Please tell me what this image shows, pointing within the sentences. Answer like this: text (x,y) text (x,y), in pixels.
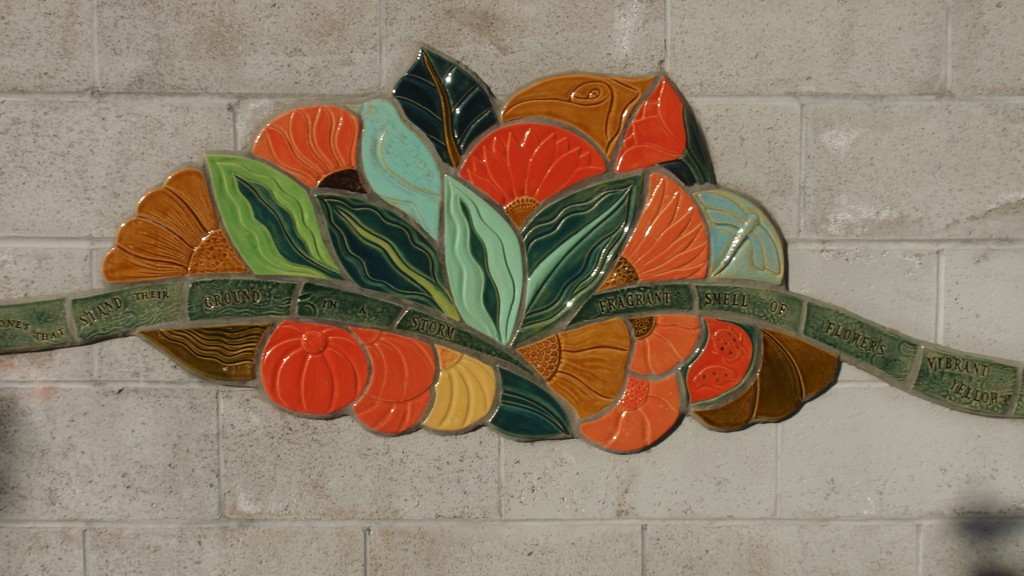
In this picture we can see a colorful object (214,346) and a text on the stone wall (134,78).
